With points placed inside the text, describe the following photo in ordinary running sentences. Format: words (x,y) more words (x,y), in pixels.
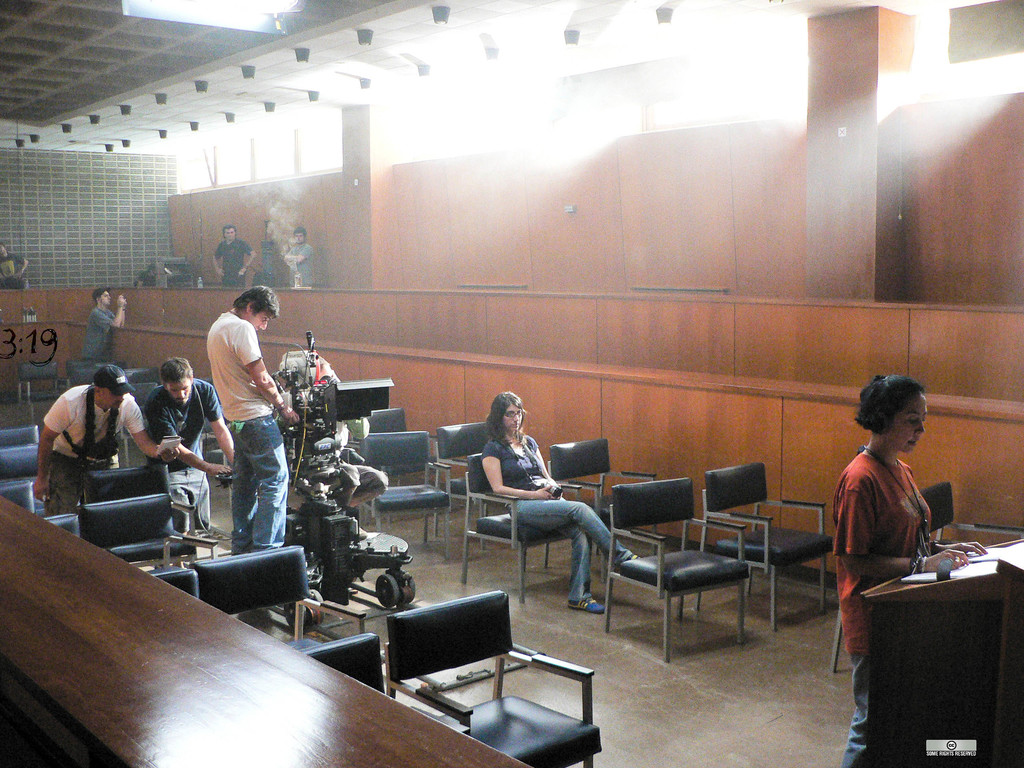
This picture looks like a hall (556,566) and there is some sort of shooting going here, there is a lady (526,494) sitting on a chair (520,539), this is a camera (342,547) and these three men (116,411) are handling the camera (313,479) and behind them there are a group of people (225,254) and here there is a lady (867,727) placing hands (947,554) on the table (937,702).
